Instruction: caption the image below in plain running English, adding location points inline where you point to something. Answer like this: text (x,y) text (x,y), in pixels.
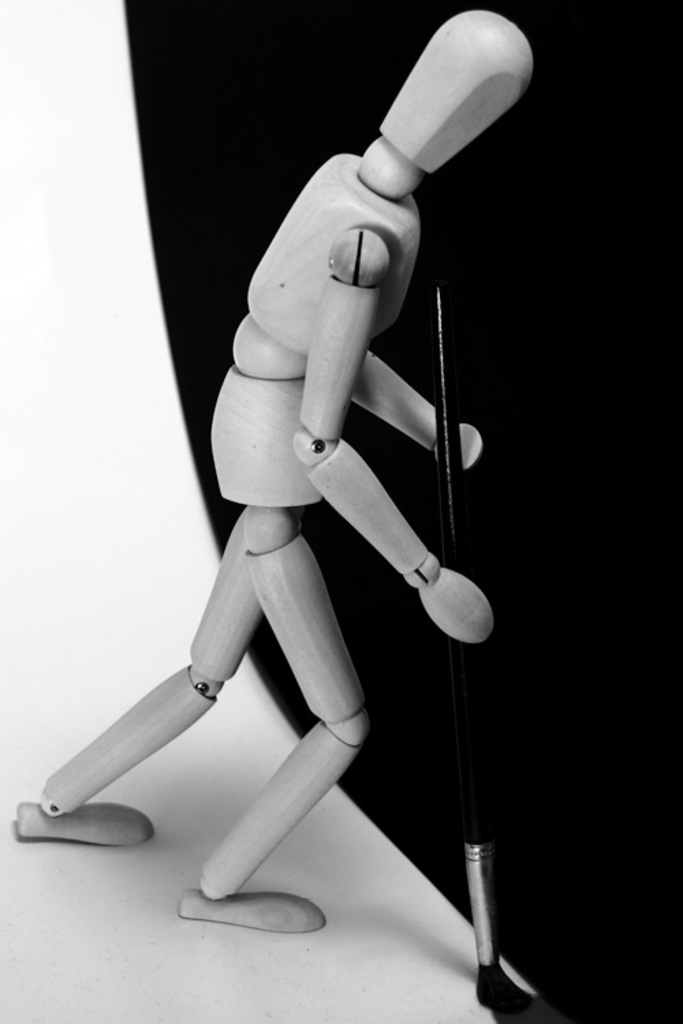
It is a black and white picture. In this image, we can see a toy (173,736) and brush (482,771) are on the white surface (398,1023). On the right side of the image (583,473), we can see black color.
